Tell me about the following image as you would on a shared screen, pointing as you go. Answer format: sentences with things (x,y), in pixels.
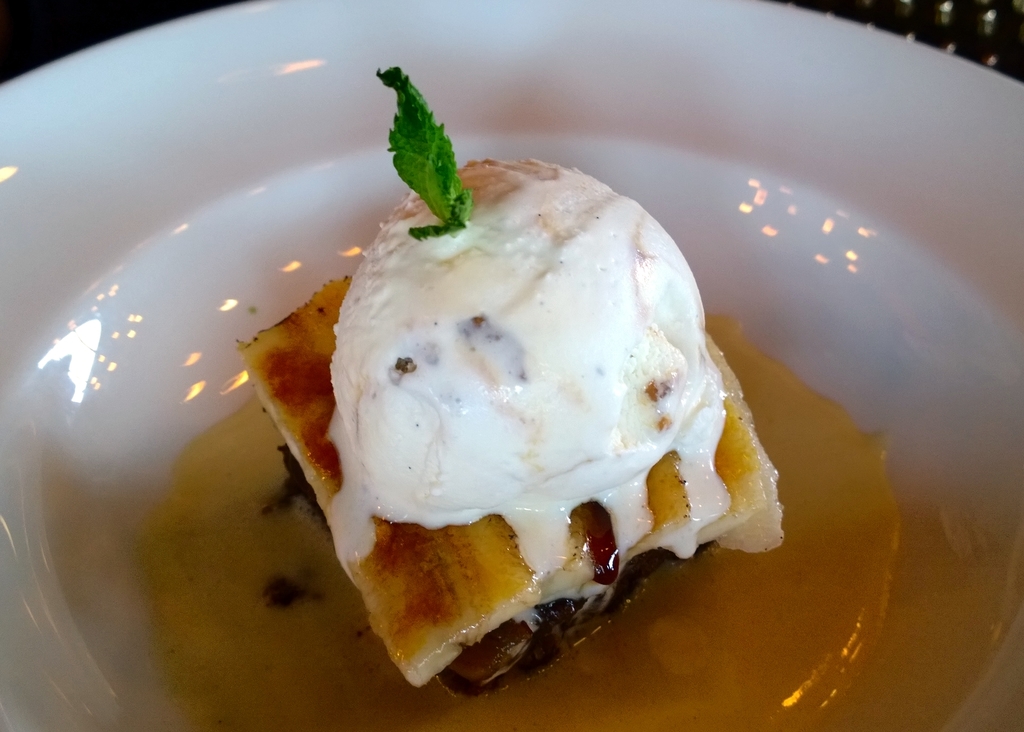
In the center of the image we can see one bowl (395,103). In the bowl (923,267), we can see one mint leaf (402,169), ice cream (509,400) and some food items (191,587). In the background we can see a few other objects (896,14).
